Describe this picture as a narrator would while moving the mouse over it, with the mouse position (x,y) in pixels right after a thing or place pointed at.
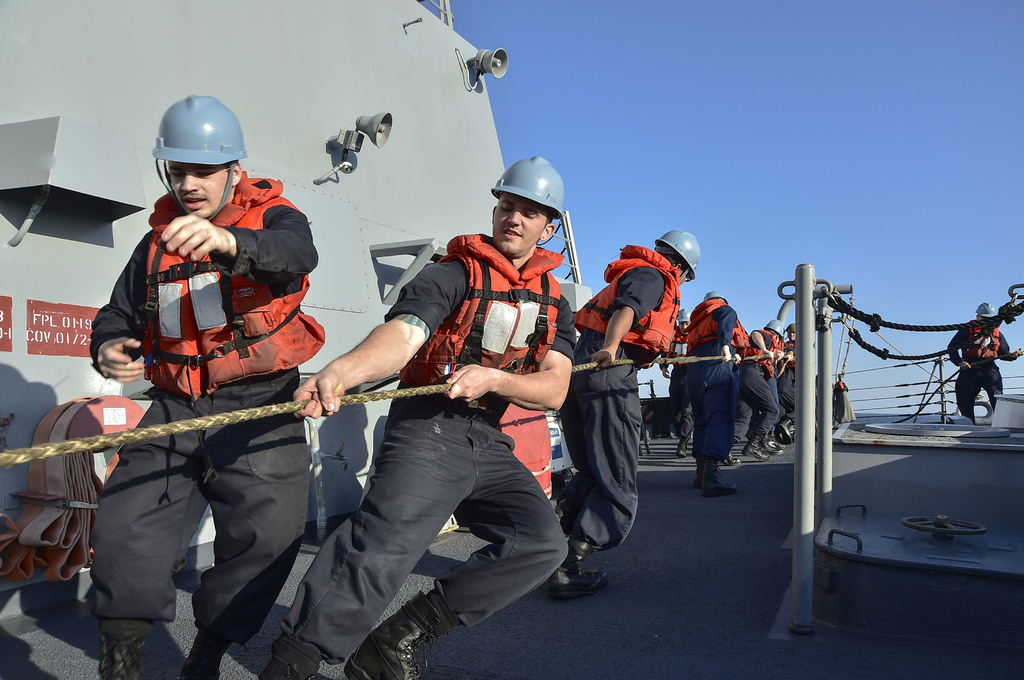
In this image in the center (511,362) there are persons (522,391) standing and holding rope (713,361). On the right side (971,363) there is a man (960,372) standing and there are ropes (907,359). On the left side (291,97) there is a wall (241,92) and on the wall (414,92) there are loudspeakers (346,131) and there is some text (66,340) written on it
